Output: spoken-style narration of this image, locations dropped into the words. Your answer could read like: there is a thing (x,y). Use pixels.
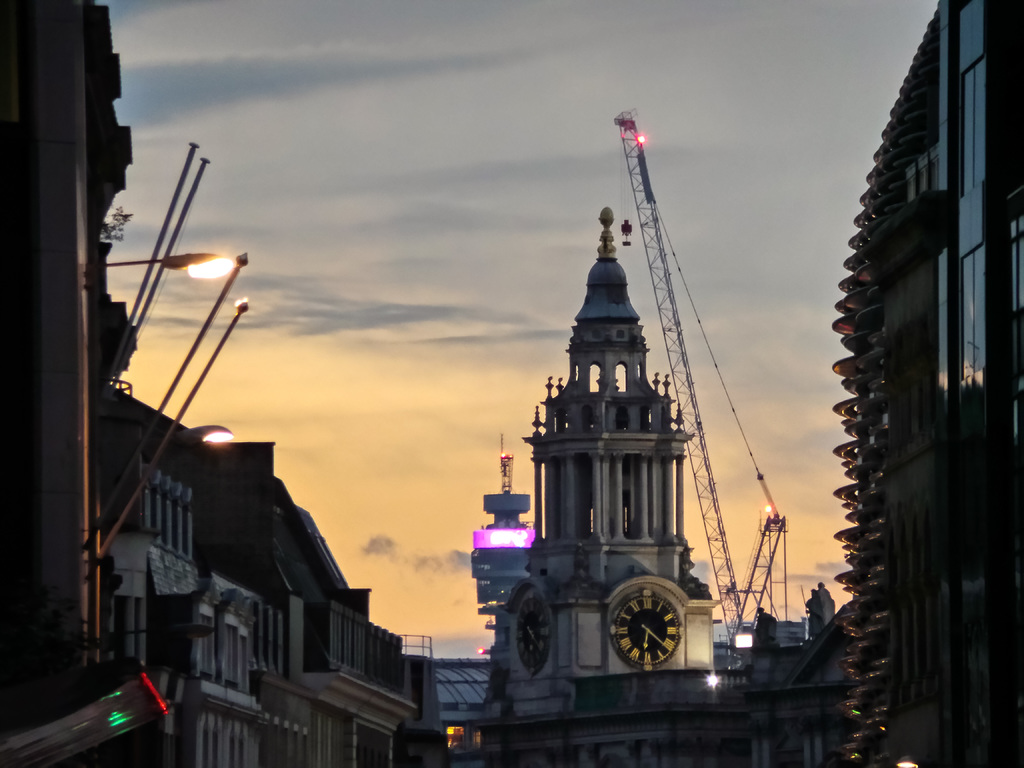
In this image I can see few buildings (303,754), windows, light poles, and cranes (686,383). The sky (531,379) is in orange, grey and white color.
